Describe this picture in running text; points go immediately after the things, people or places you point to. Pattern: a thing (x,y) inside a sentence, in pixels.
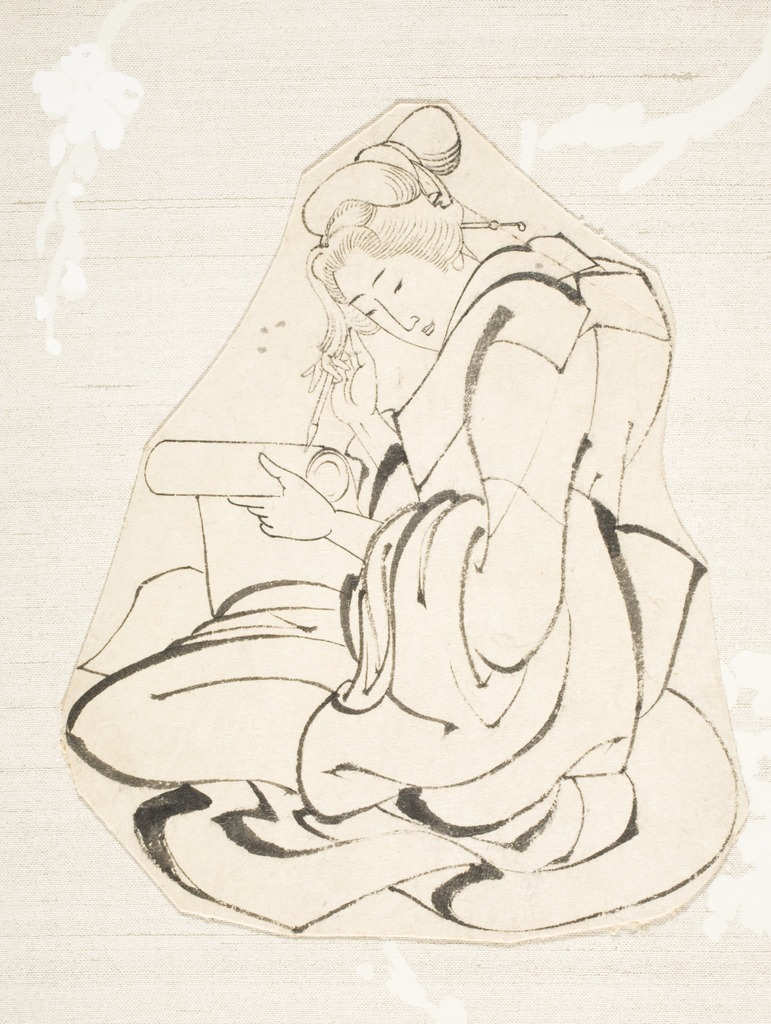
This picture shows a art (330,366). We see a woman (409,187).
